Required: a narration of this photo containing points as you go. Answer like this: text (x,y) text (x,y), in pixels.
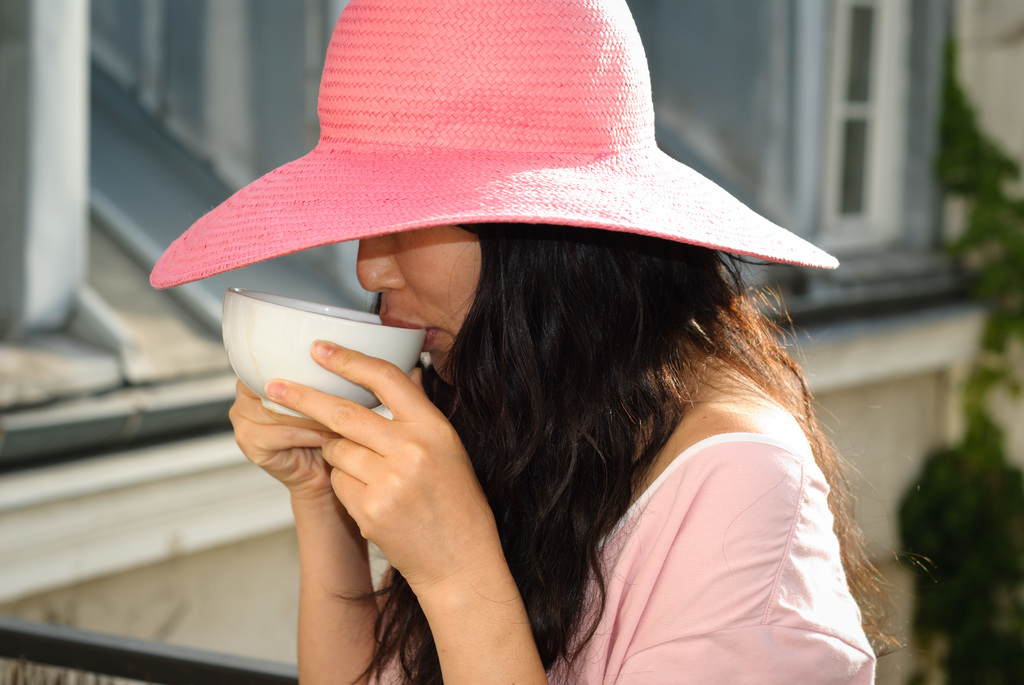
In this image I see a woman (355,409) who is wearing a pink hat (181,285) and she is holding a cup (239,294) near to her mouth (428,333).
